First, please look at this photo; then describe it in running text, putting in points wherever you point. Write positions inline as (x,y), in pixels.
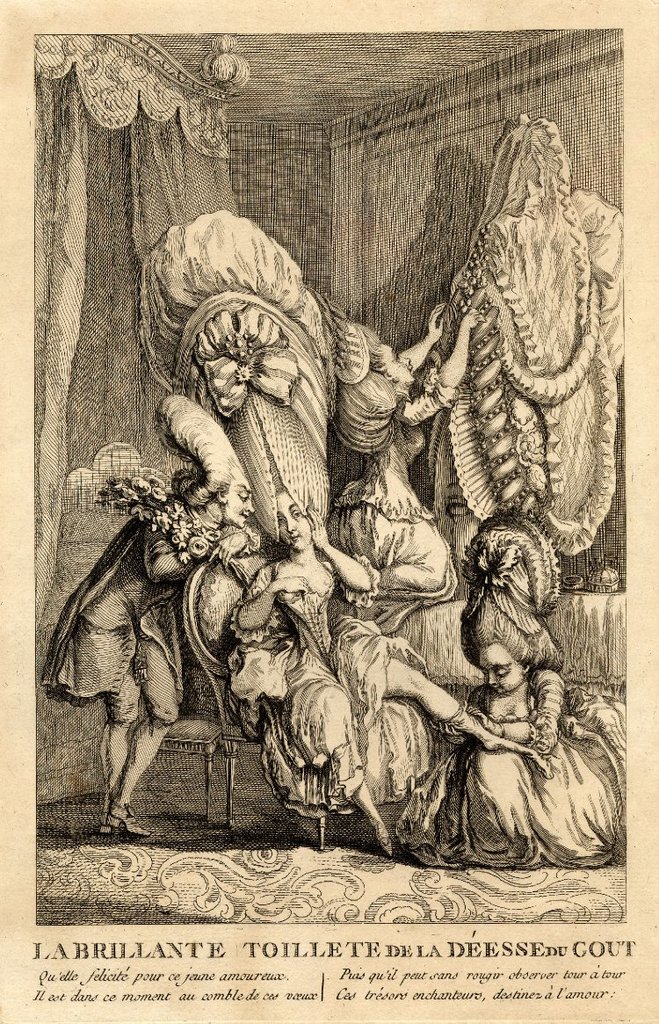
In this image we can see there is a poster (310,482) with a few persons (359,636). There are a few people (408,486) standing and few people (318,573) sitting on the chair (231,737). There are curtains (133,133) at the back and we can see the text (252,954) written on the poster (360,936).
